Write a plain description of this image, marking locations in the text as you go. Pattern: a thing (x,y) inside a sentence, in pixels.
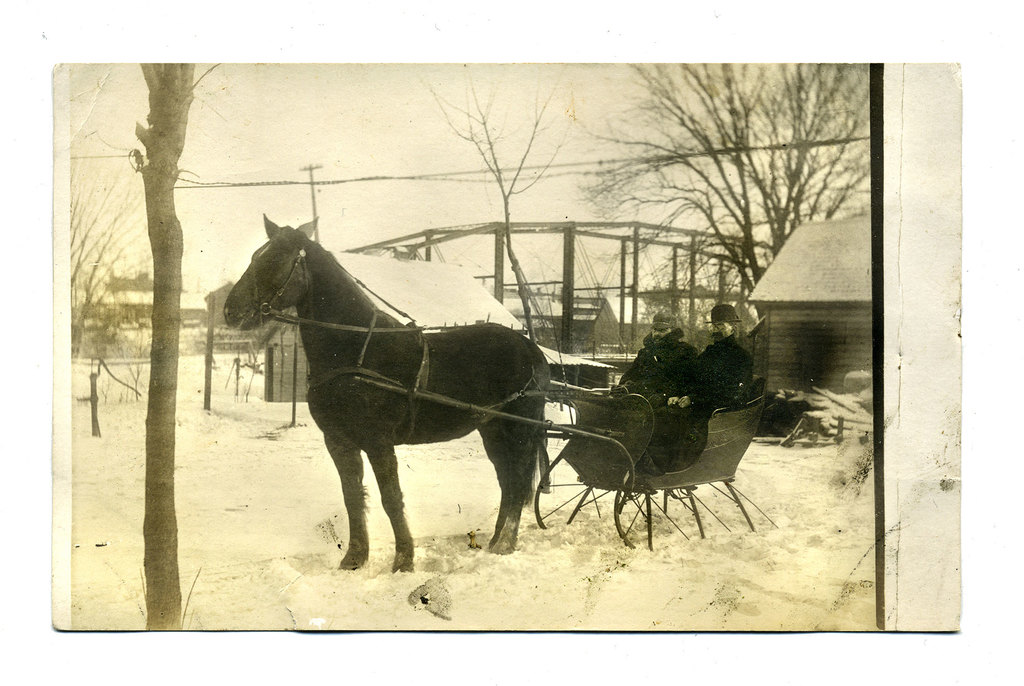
This is an old black and white picture. I can see snow (301,532), horse (501,385), there are two persons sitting on the horse cart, there are houses (576,309), trees (468,151), and in the background (490,130) there is sky (212,151).
